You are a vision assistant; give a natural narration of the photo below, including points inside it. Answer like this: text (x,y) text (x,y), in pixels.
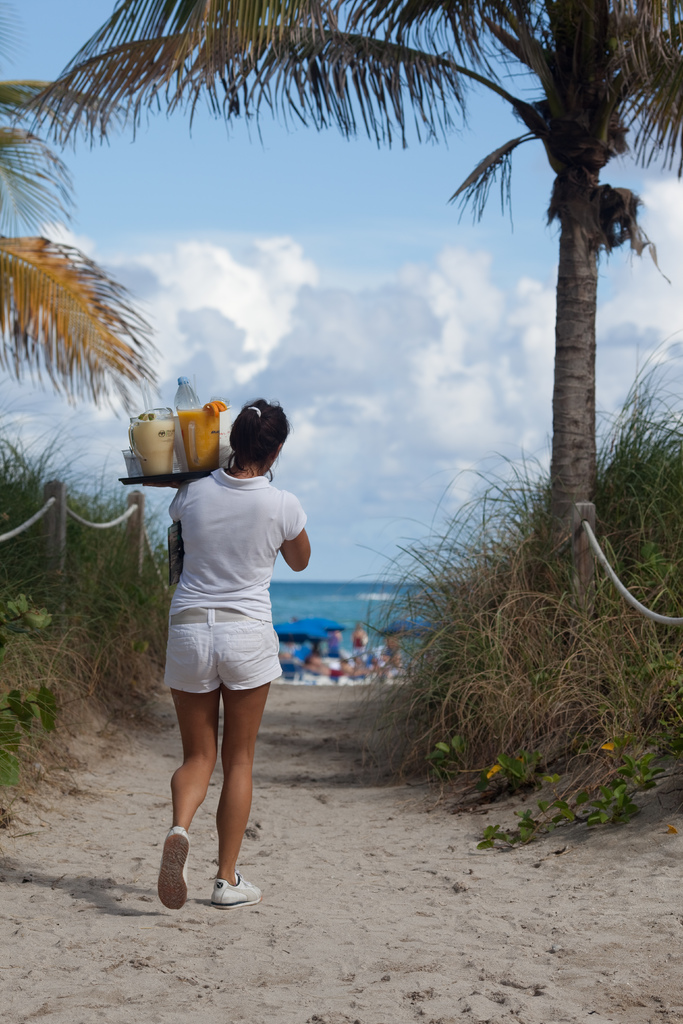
In this image I can see the person (209,767) walking on the ground (101,733). The person (222,649) is wearing the white dress (222,649). The person (201,629) is carrying the tray (132,479) with some bottles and glasses (169,451) with drink (139,448). There are trees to the side of the person (176,677). In the back (44,434) I can see the blue color umbrellas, water (278,618), clouds (304,330) and the blue sky (242,183).
